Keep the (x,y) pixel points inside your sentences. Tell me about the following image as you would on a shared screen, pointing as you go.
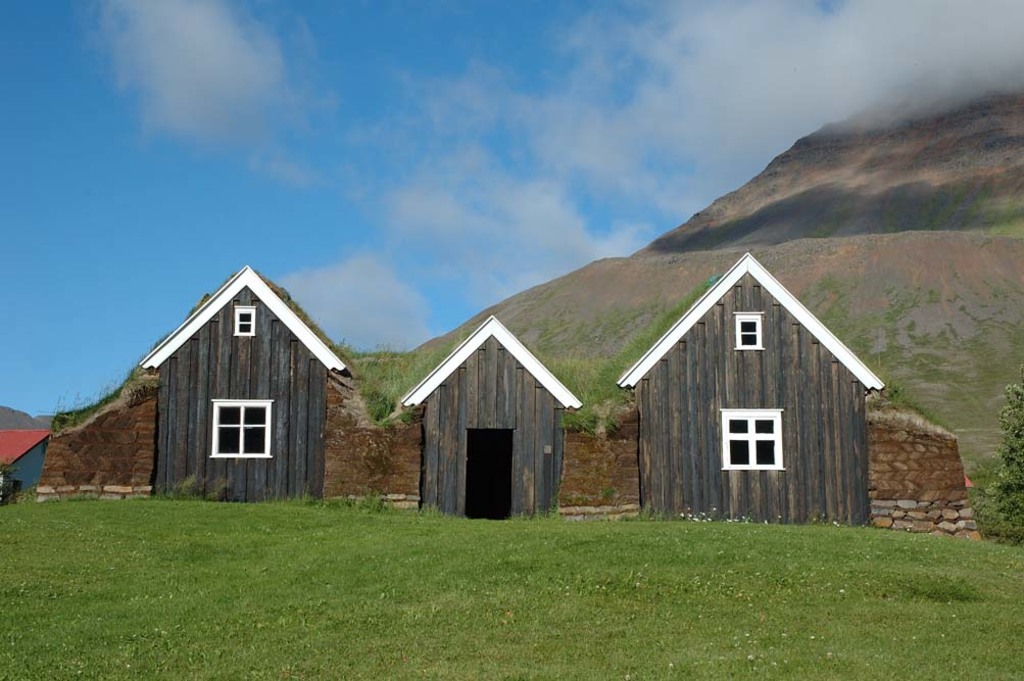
In this image I see shacks (523,373) which are of brown and white in color and I see the grass (131,594). In the background (185,17) I see the mountain (624,315) and I see the sky (300,181) and I see few plants (1003,504) over here and I see the wall (358,461).
